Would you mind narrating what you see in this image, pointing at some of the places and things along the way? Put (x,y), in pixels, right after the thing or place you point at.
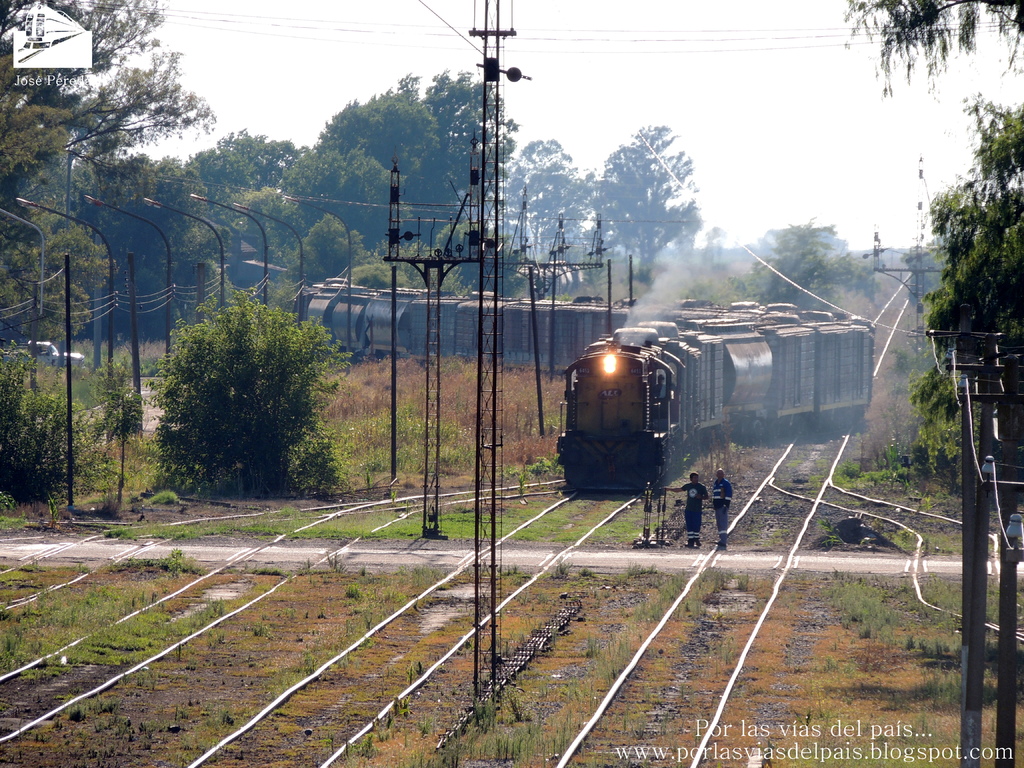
In this image we can see a train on the track (409,666). We can also see some people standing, grass (565,642), the metal frames (494,422), poles (491,440), wires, grass (597,670), plants (243,314), street poles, a group of trees (614,243) and the sky (802,180).
